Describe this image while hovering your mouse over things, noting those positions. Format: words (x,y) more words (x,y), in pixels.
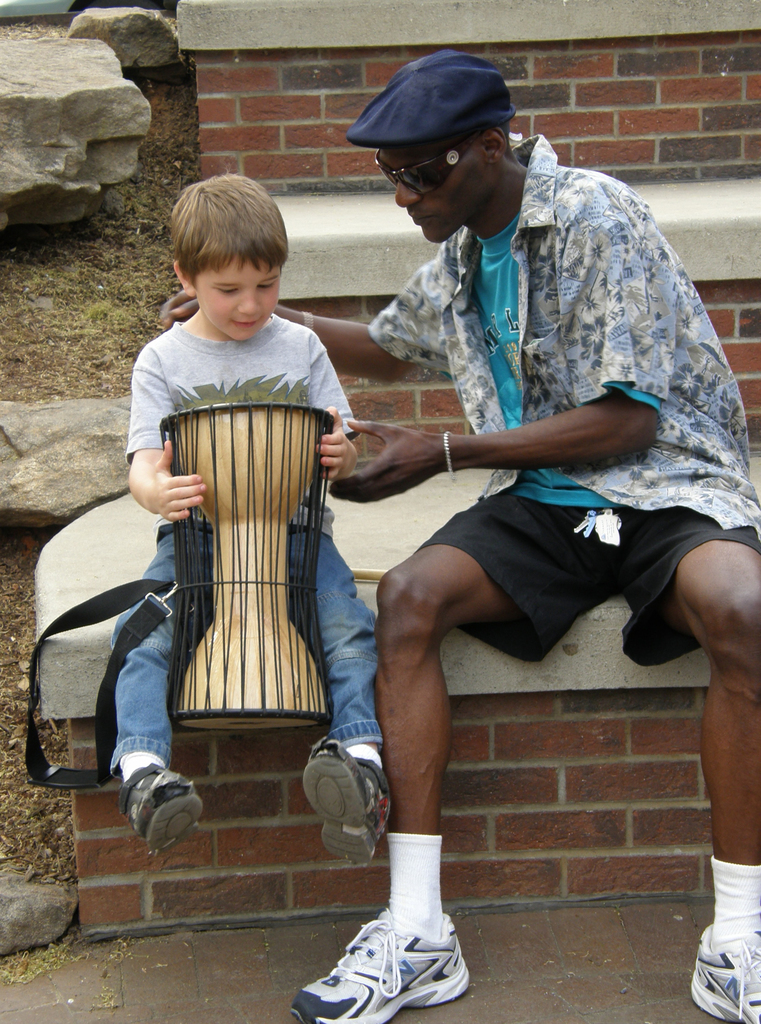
Here we can see two persons (539,628). He has goggles (451,160) and he wore a cap (482,72). Here we can see a boy (159,649) holding a drum (243,615) with his hands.
